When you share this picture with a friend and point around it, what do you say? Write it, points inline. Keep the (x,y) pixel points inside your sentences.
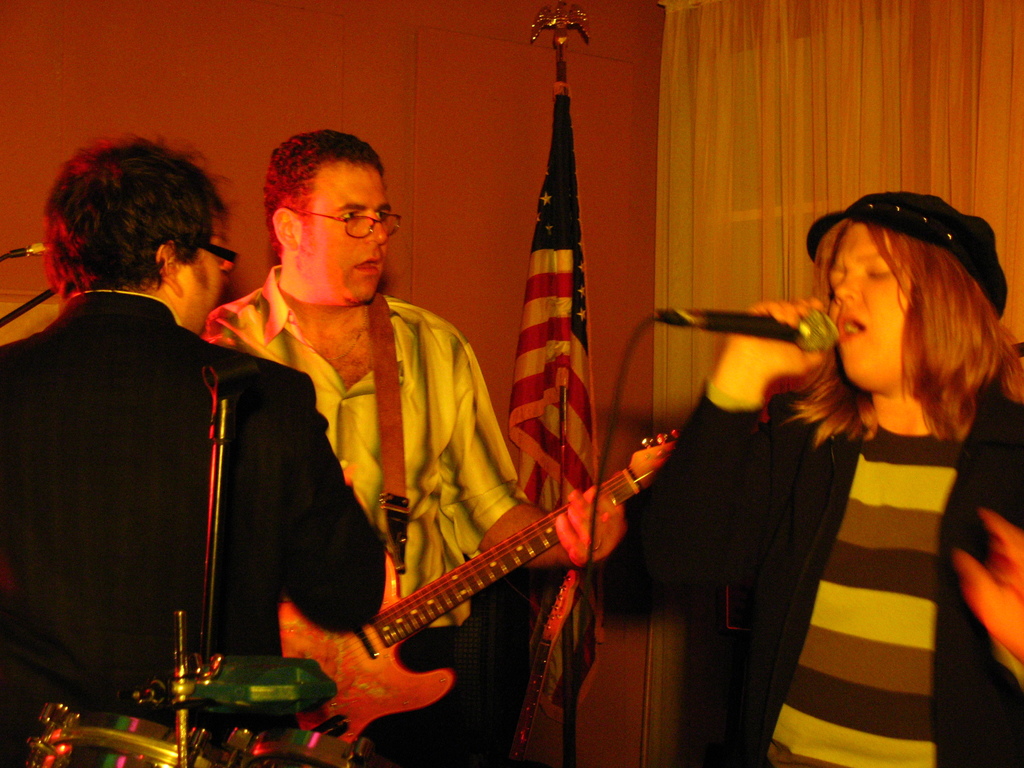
Here we can see a group of people (893,297) are standing, and she is singing and holding a microphone (766,317) in her hands (760,358), and here a person (416,374) is holding the guitar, and at back (562,303) here is the flag (555,248).
